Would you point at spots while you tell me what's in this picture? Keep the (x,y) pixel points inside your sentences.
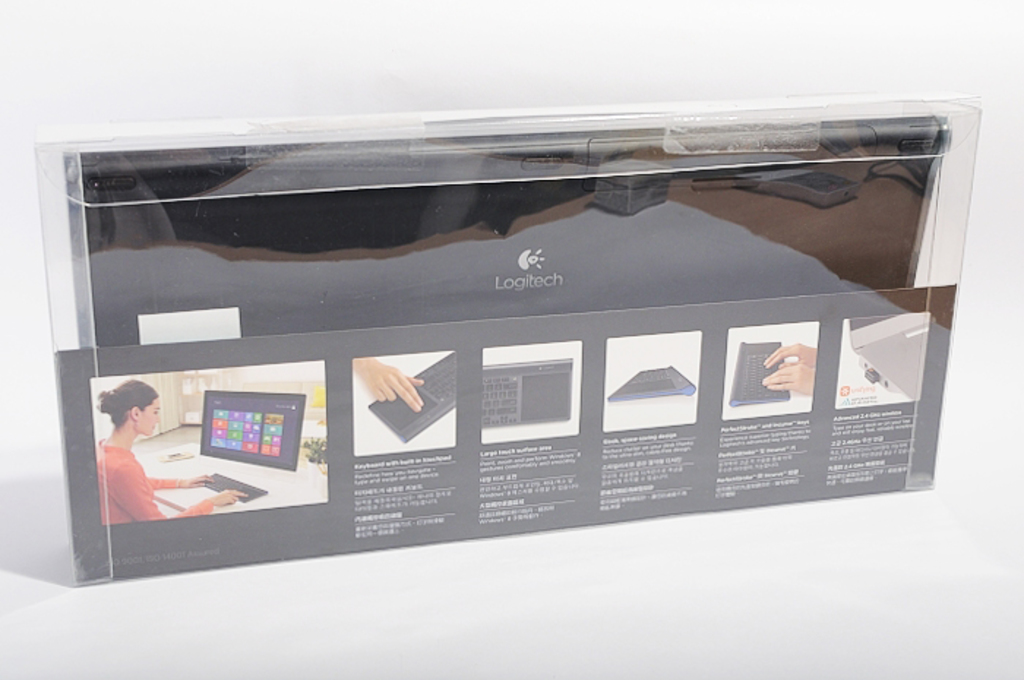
In this image there is a keyboard (537,309) which is packed in the plastic box (596,319). At the bottom (326,463) there are instructions (657,446).
